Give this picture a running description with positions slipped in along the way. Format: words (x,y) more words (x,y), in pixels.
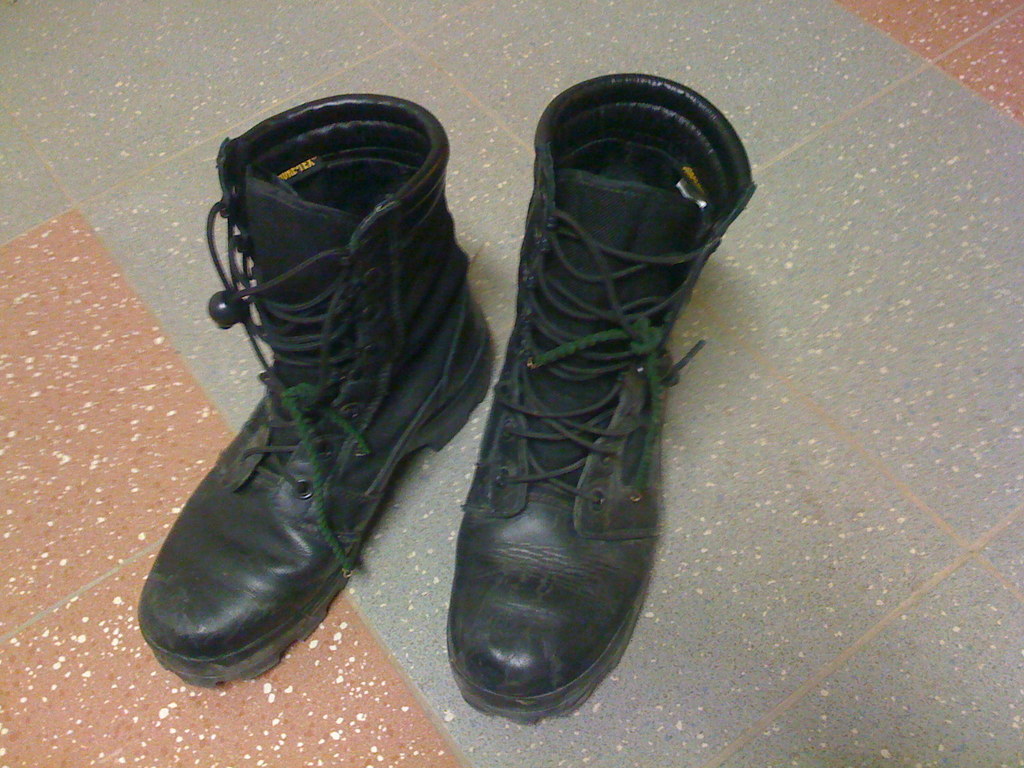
In this image we can see a pair of boots (259,523) on the floor (460,457).
